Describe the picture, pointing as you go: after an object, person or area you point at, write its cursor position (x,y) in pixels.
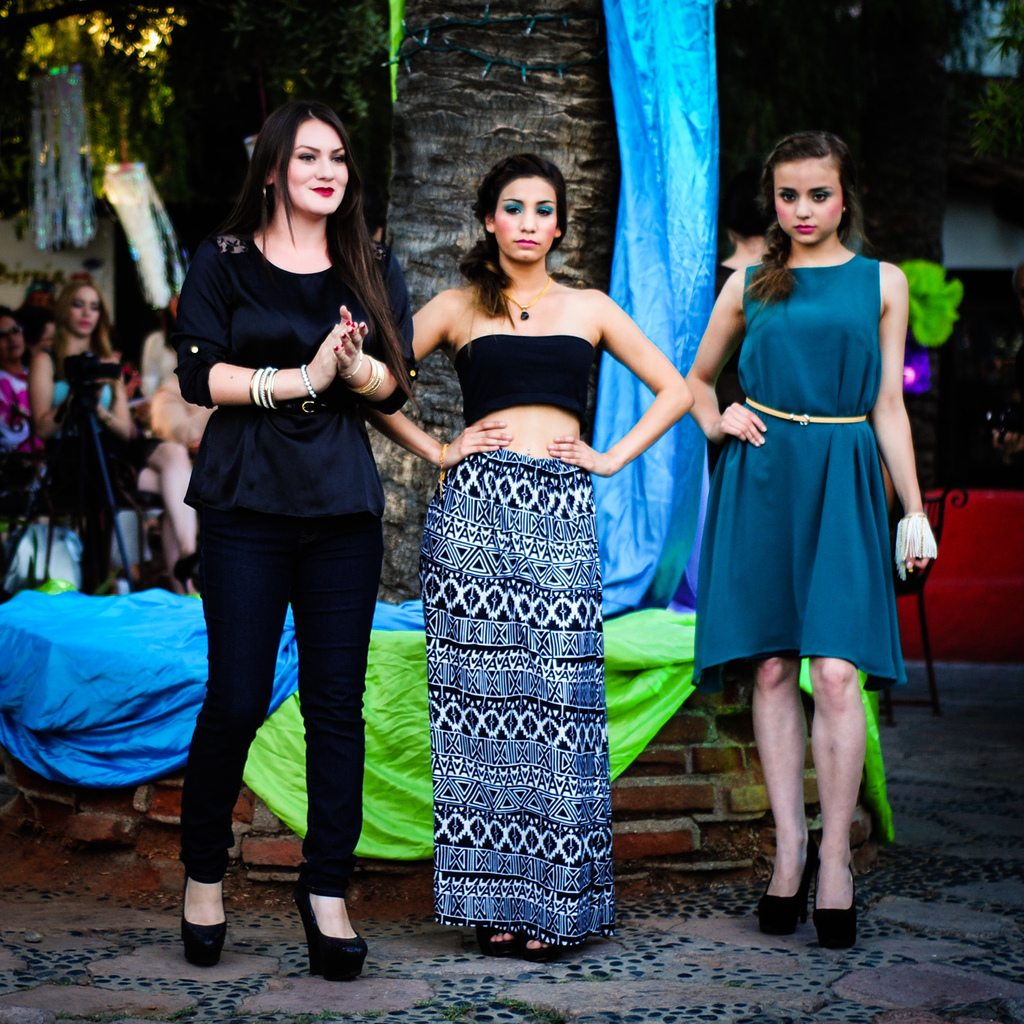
In the image there are three women (255,174) standing beside each other on the stone floor (297,940) and beside them there is a tree (492,132) with a cloth (623,159) beside it and over the background (2,452) there are few women (13,395) sitting on chairs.
